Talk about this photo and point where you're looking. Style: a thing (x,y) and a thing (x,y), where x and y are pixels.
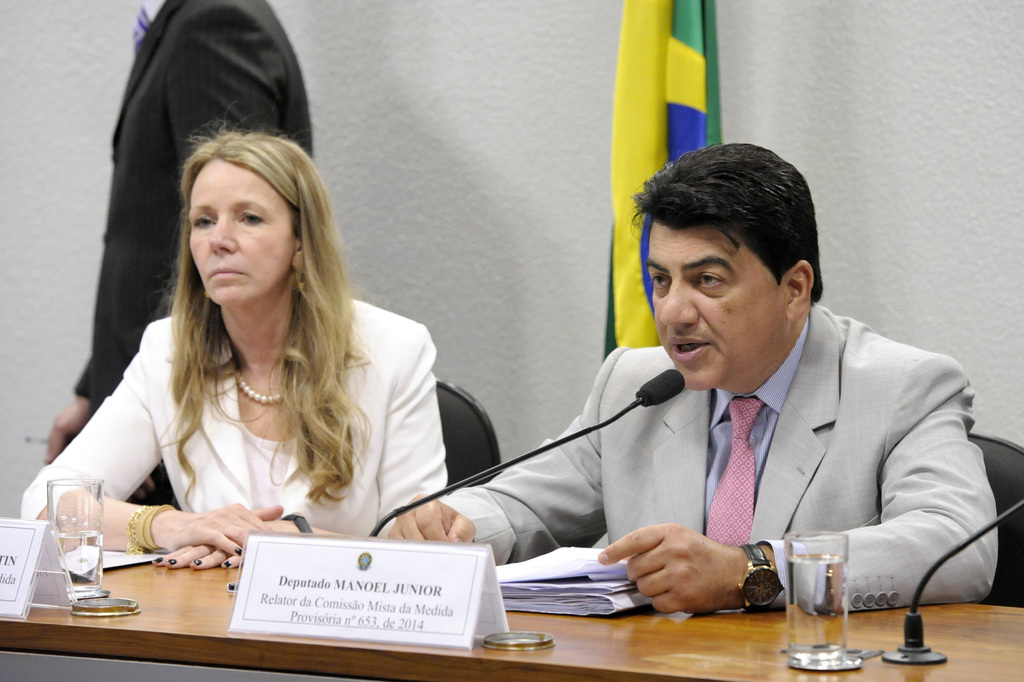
In the picture we can see a man (993,508) and a woman (211,263) are sitting near the desk (173,630) and the man (927,506) is talking into the microphone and on the desk (36,671), we can see the name boards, glasses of water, and some papers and behind them we can see a flag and a person (225,41) standing near the wall (529,175).
